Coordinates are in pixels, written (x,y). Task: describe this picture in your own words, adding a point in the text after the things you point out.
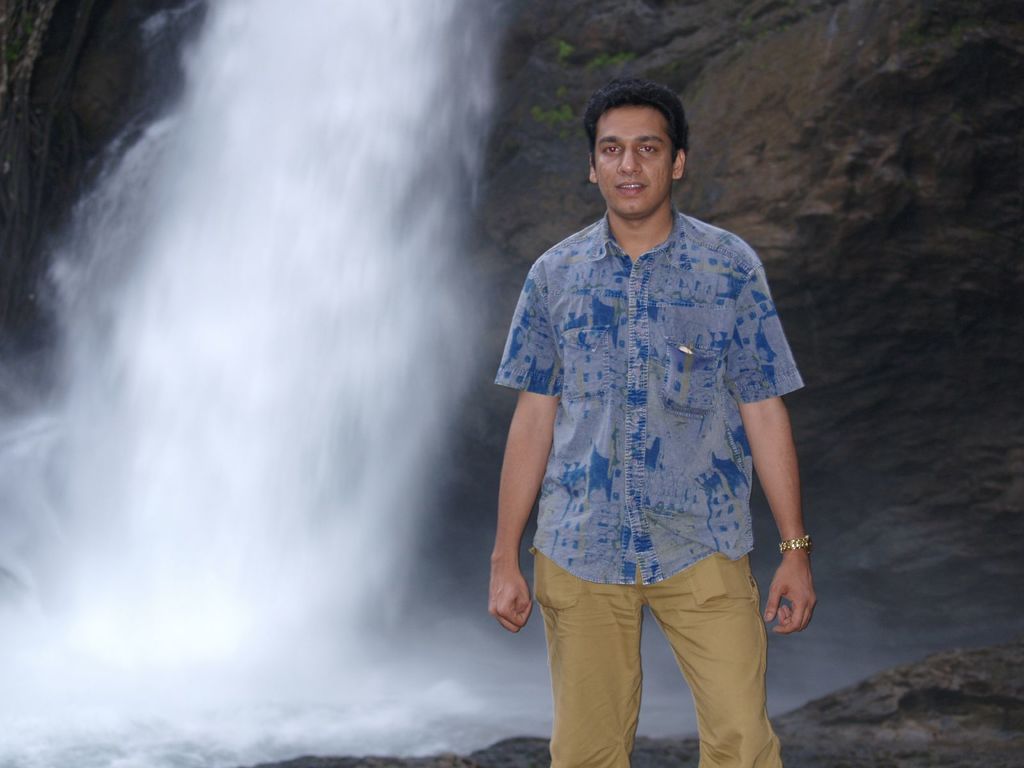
In the image in the center (530,309) we can see one man (603,481) standing and he is smiling, which we can see on his face (598,171). In the background (61,64) there is a hill (932,168) and water (300,343).
